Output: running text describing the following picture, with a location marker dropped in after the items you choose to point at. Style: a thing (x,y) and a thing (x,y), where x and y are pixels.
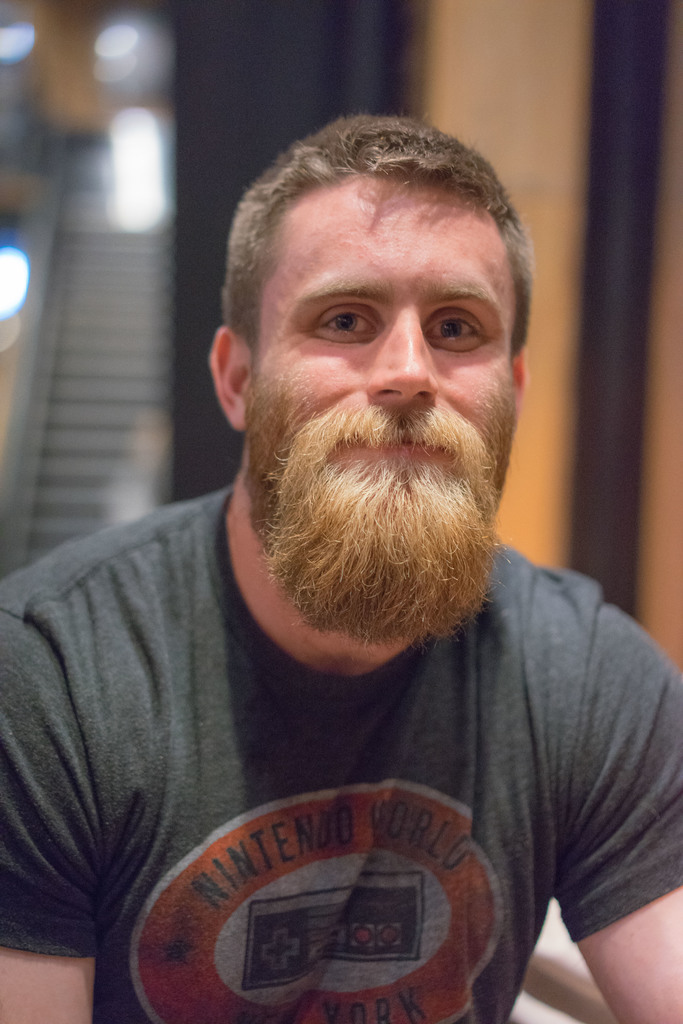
In this image we can see a man (396,691) smiling. In the background (148,421) there is an escalator (110,423) and a wall (495,84).
